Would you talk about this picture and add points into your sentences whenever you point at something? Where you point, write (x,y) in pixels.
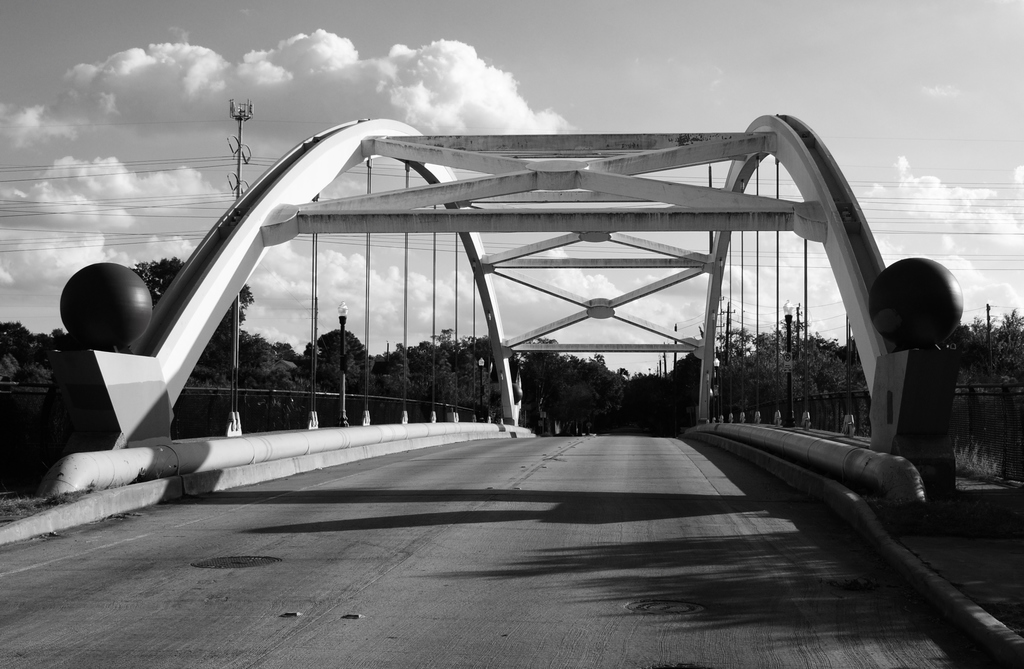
In this image there is a bridge (596,349) in middle of this image (472,368) and there are some trees (463,378) in the background (423,358). There are some poles (344,403) at left side of this image (316,314) and right side of this image (750,342) as well, and there is a cloudy sky (573,118) at top of this image (164,192).
